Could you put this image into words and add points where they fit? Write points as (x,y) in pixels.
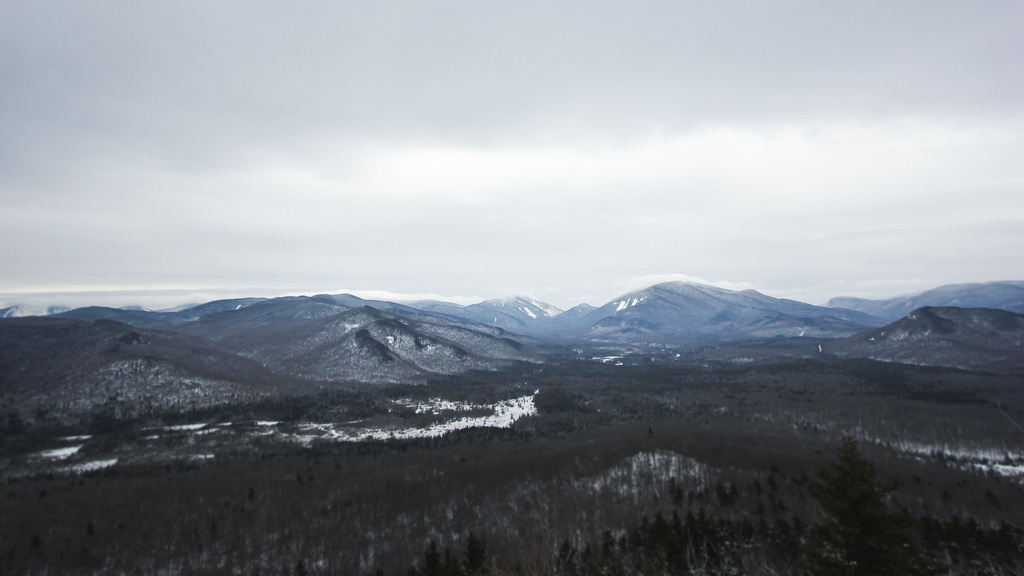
In this image we can see the mountains (660,329), trees (766,498), snow (491,425) and also the cloudy sky (670,140).
